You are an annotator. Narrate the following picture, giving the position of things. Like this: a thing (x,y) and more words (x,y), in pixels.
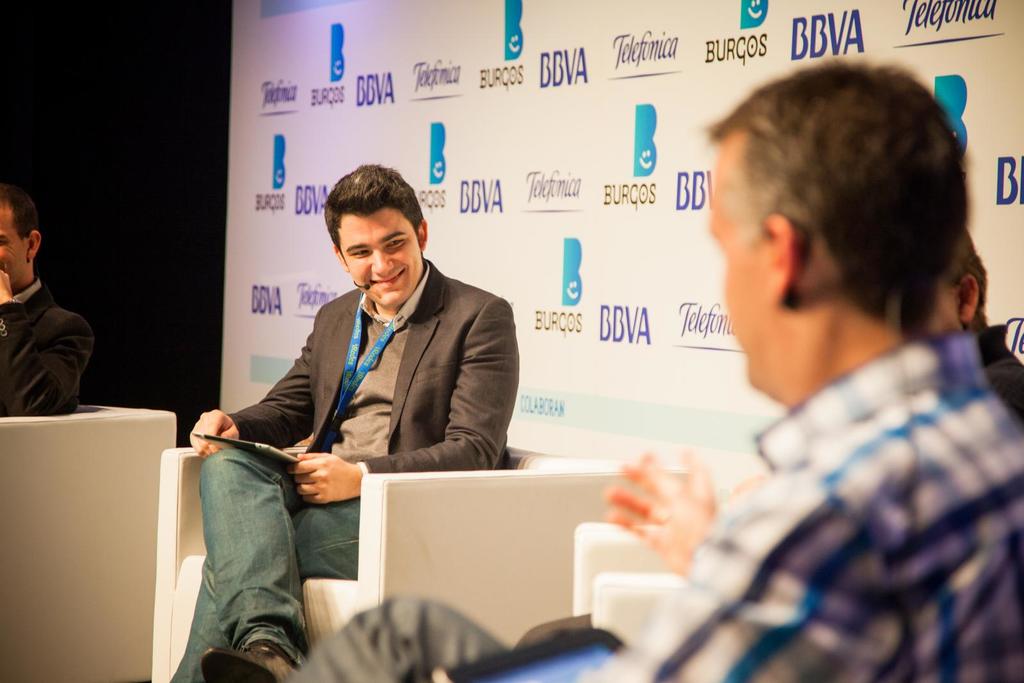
The man (428,328) in the middle of the picture (434,367) wearing a brown blazer (450,375) is holding a tablet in his hand (215,447) and he is smiling. Behind him, we see a board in white color. Beside him, we see the man (42,348) in black blazer (35,367) is smiling. On the right side (951,430), we see two people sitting on the chairs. On the left side (164,112), it is black in color.
